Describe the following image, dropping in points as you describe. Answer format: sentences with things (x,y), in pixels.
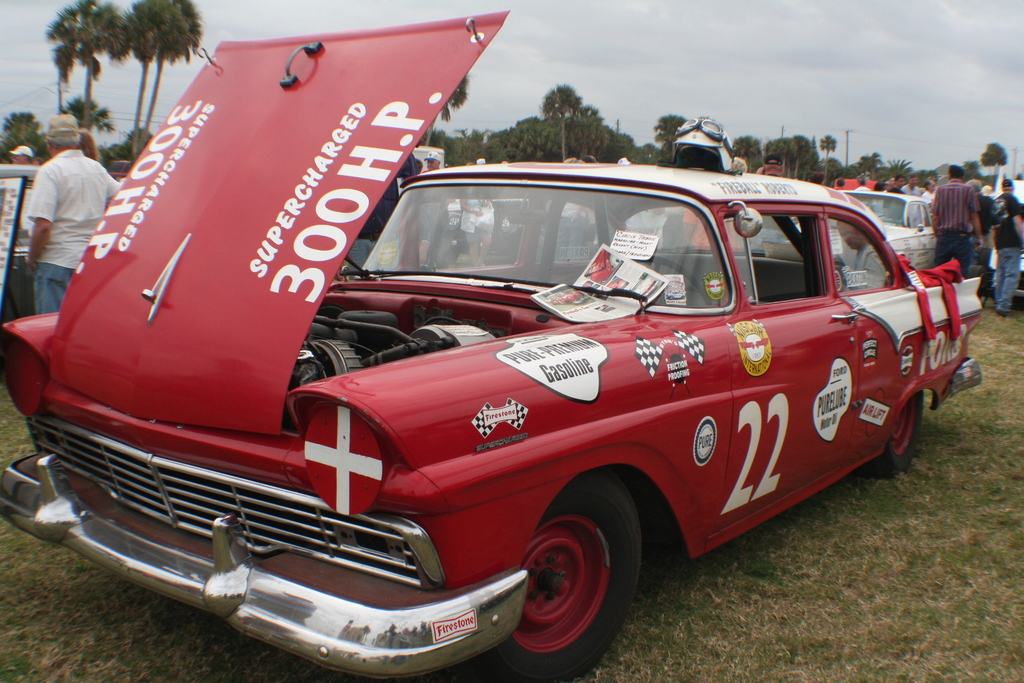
In the image I can see few colorful vehicles (462,345). I can see few trees (750,144) and few people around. The sky (650,92) is in blue and white color.
